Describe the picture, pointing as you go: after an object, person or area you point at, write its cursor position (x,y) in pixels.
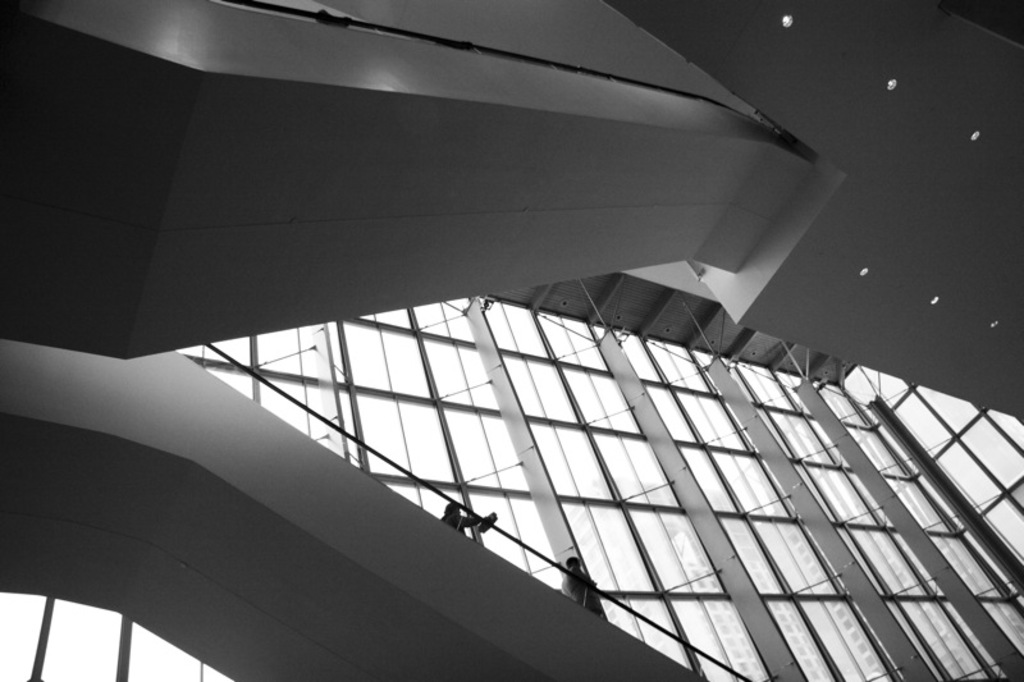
In this image I can see the inner view of the building (314,394). Inside the building (410,461) I can see two people (464,522), lights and the windows (623,441). Through the windows (654,610) I can see the buildings (753,561).
